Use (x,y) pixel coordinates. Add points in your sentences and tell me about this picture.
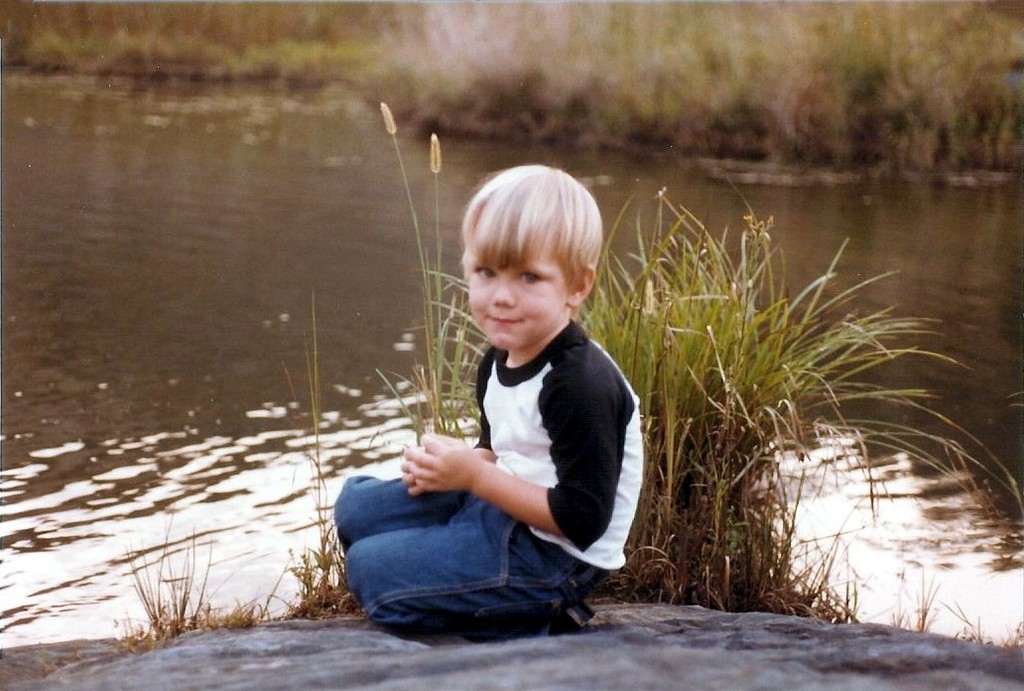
In this image we can see a boy (587,458) sitting and we can see the water (910,364) in the middle (400,262) and we can see the grass (805,81) and in the background (501,63), the image is blurred.
